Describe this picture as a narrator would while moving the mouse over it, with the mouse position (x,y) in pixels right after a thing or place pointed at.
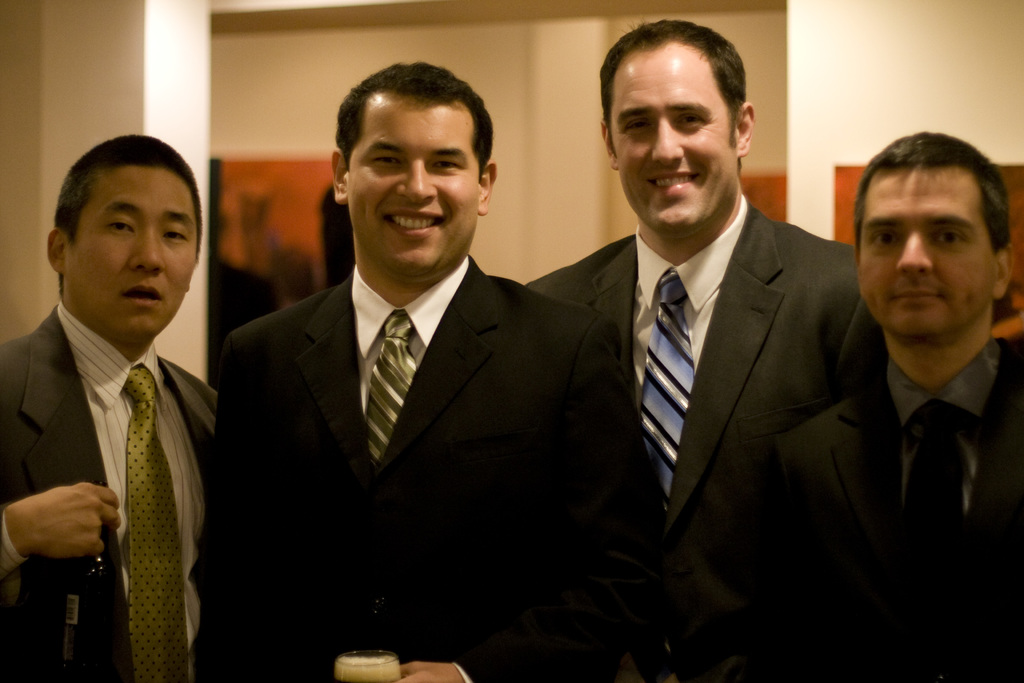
in this image I can see four men (272,339) wearing suit (340,306) and tie (141,377). I can see two smiley faces (386,233) also one man (439,561) is holding a cup (347,675).
